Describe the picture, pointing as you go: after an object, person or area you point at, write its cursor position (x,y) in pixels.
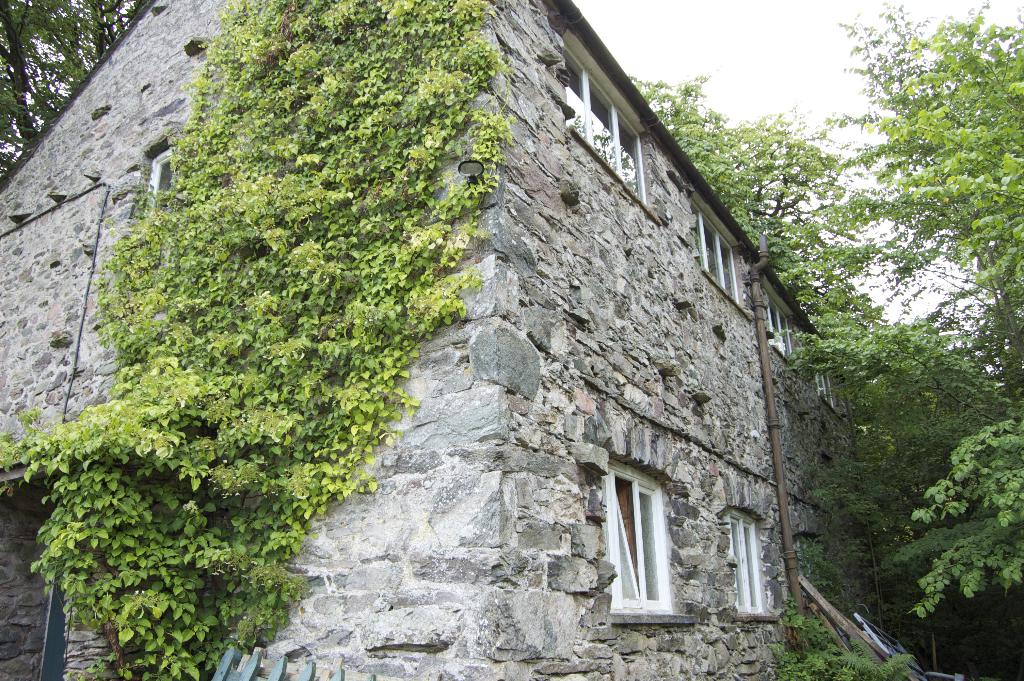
In this image in the center (585,280) there is one building (659,442) and also there are some plants (405,244), on the right side (889,442) there are some plants (924,468) and a pipe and wooden sticks (843,618). On the top of the image (725,47) there is sky (680,46).
